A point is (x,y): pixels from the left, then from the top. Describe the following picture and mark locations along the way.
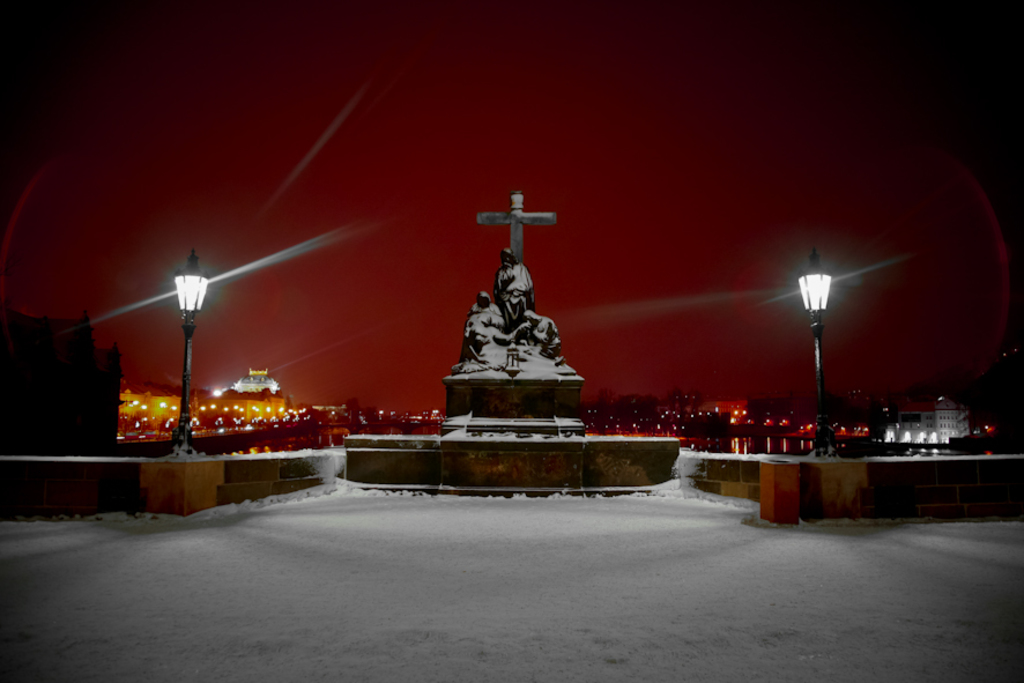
In the center of the image (510,400) there is a statue (491,424). On both sides of the statue (530,398) there are street lights (192,285). In the background (148,325) there are buildings (262,413), water (282,438) and sky (351,339).
